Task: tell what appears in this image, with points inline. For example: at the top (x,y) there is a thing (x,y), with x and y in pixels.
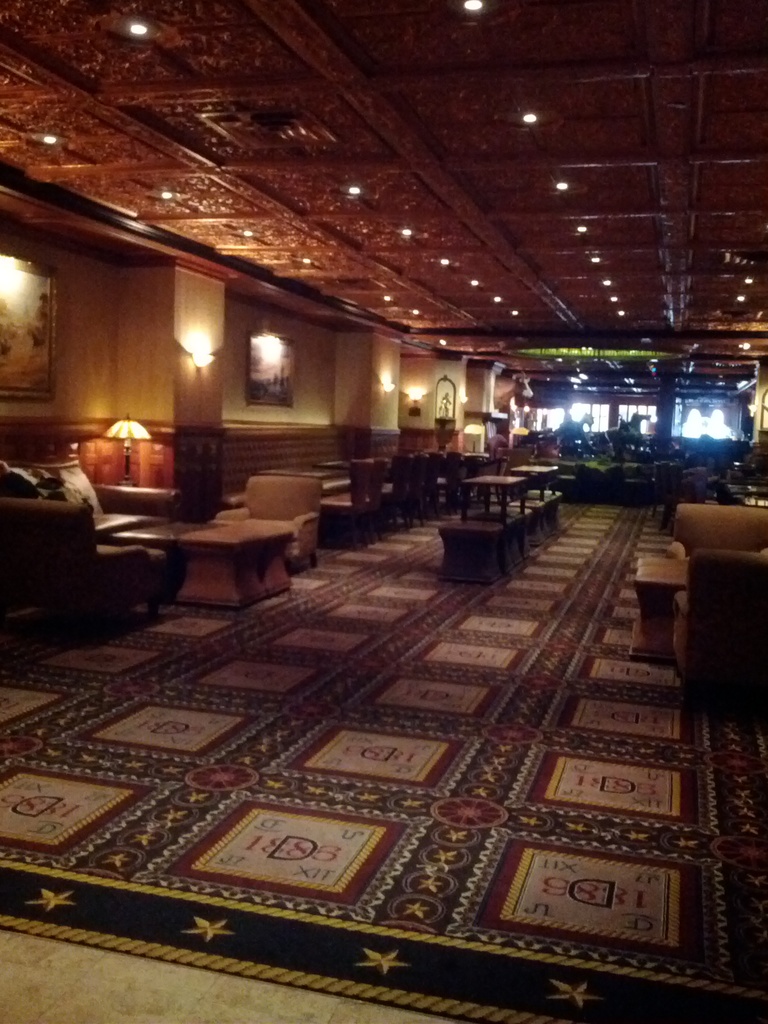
This picture shows a big hall (623,815) with few chairs (103,519) and tables (218,554) and roof lamps (468,5).
